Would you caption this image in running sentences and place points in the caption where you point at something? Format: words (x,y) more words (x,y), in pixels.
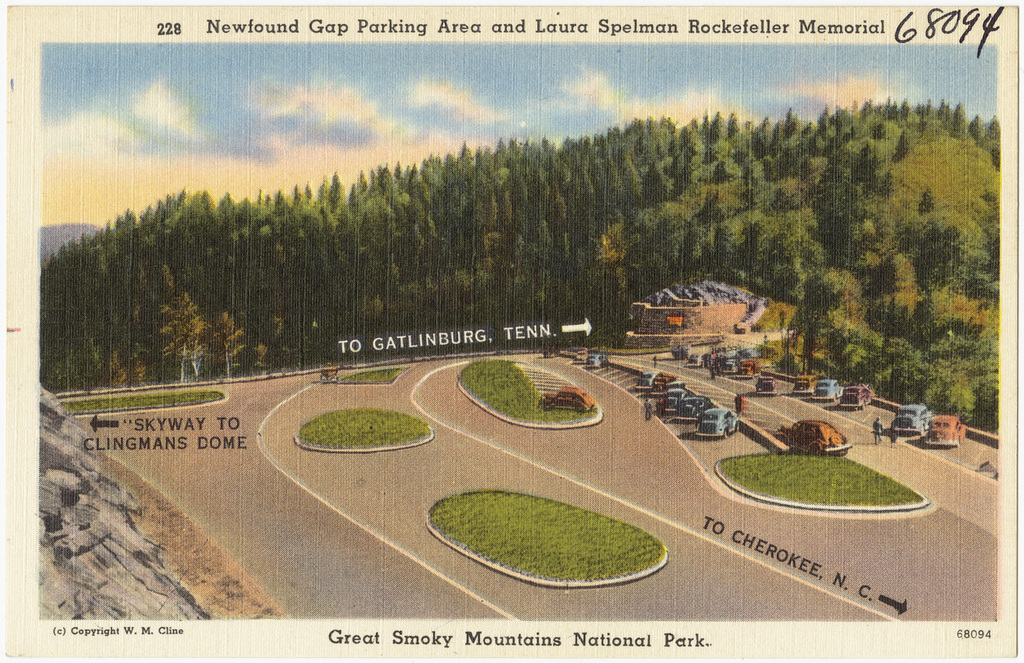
In this picture, we see the road (430,499) and the grass (517,506). On the left side (60,459), we see the rocks (91,524). On the right side (705,405), we see the cars (711,428) parked on the road (720,382). Beside that, we see the people (647,404) are standing. In the middle (634,336), we see a building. There are trees (317,340) in the background (635,284). At the top (343,106), we see the sky (64,95). This picture might be a poster.
